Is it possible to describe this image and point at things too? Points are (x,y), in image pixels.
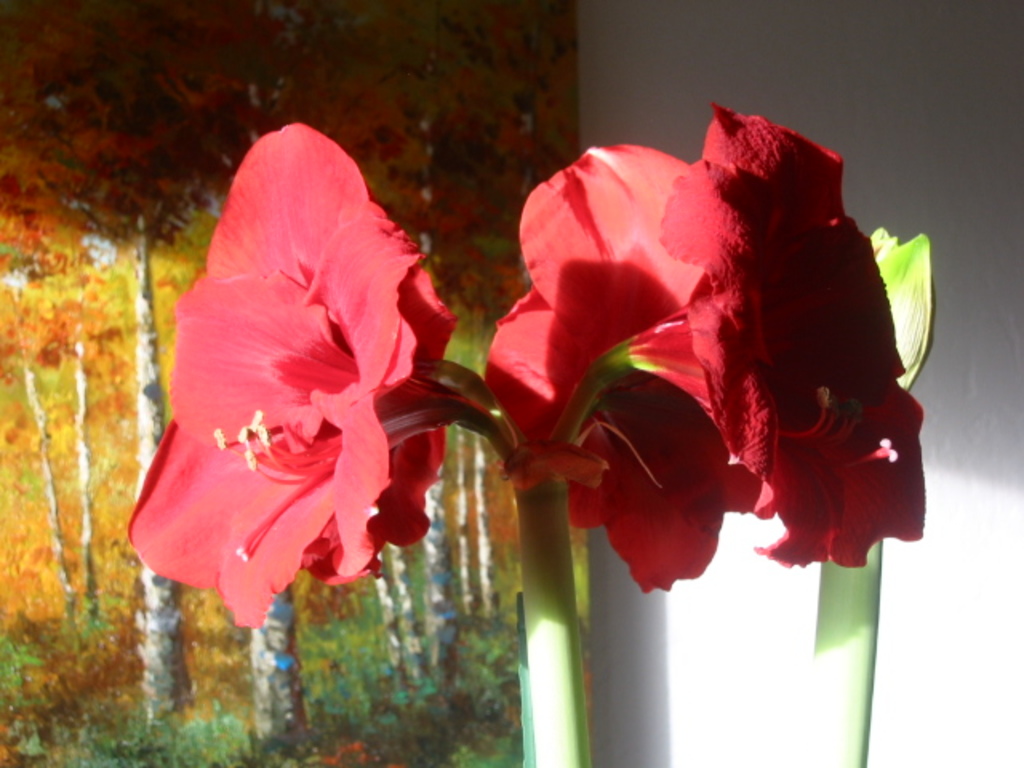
In this image I can see few red color flowers (442,334). Back I can see the colorful board (571,62) and the white wall (594,50).
